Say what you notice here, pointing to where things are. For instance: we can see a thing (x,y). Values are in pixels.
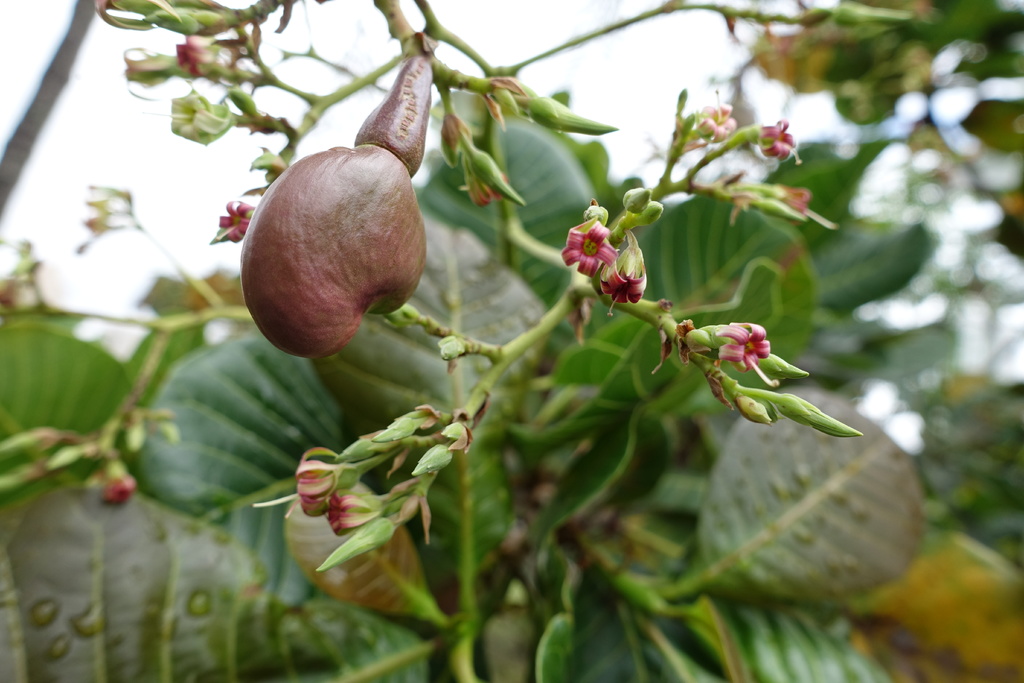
The picture consists of a plant (399,93) with flowers (199,52), buds (525,109) and fruit (302,199). In the background (611,399) there is greenery (530,175) and sky (445,7).
